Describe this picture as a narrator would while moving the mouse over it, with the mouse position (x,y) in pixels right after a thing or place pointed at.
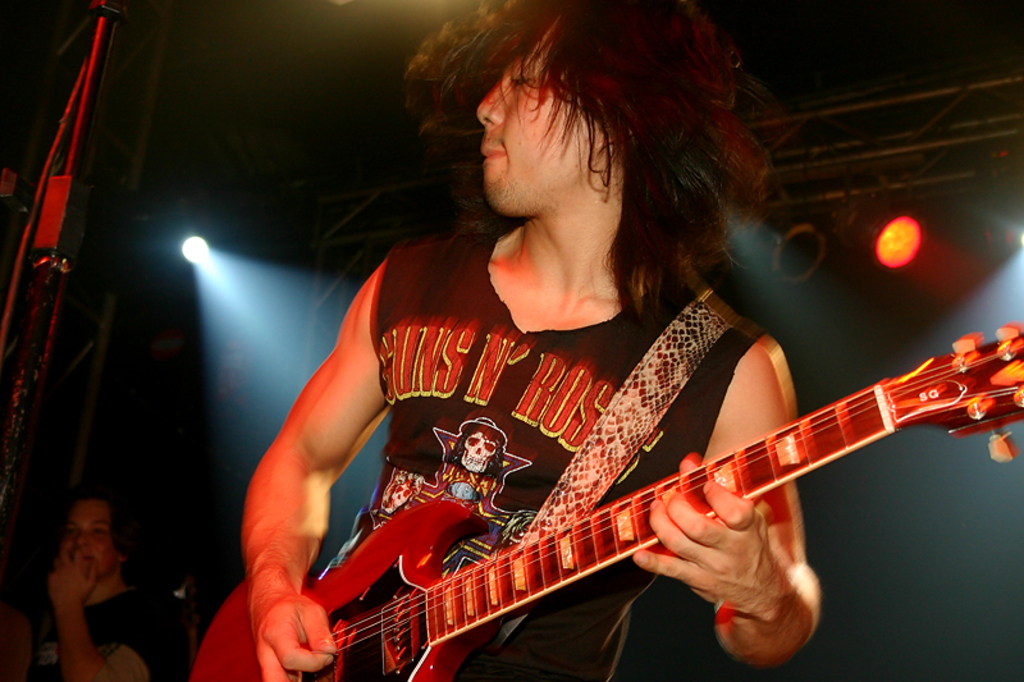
Here we can see that a man (609,101) is standing and holding a guitar (474,610) in his hands (685,468), and here is the light (197,240).
